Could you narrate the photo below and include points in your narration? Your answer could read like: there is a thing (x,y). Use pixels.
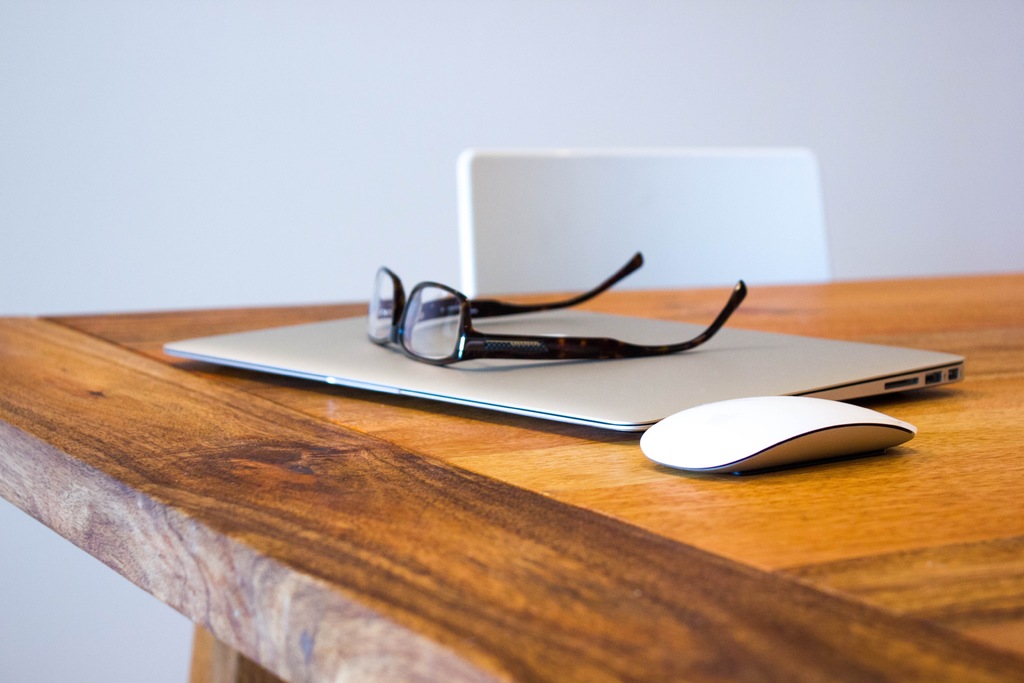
In this image there is one table (174,508) and on that table (857,507) there is one laptop (547,386) mouse (697,436) spectacles (464,349) are there beside the table (413,520) there is one chair (562,220) on the top (560,137) there is wall (770,70).
